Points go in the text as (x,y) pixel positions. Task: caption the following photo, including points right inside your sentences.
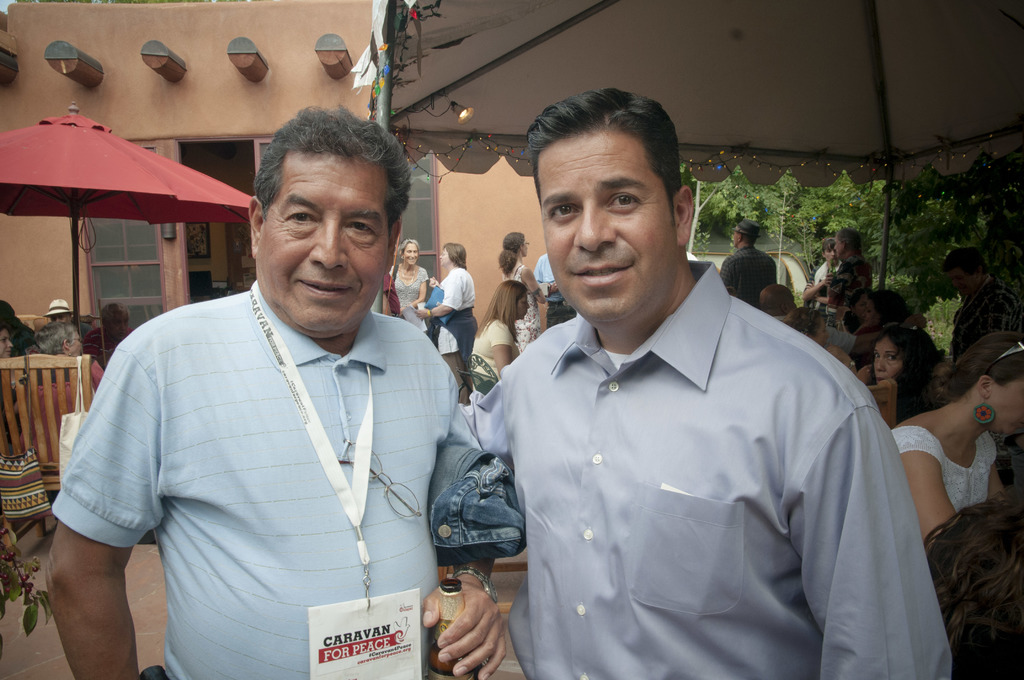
In this image, we can see two men (389,553) smiling. We can see a man (376,517) holding a cloth (491,498) and bottle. In the background (772,300), we can see the people (927,494), poles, umbrella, tent (458,94), house (514,219), wall (524,231), glass objects (414,186), plants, path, light (456,109), decorative objects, few things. Few people (975,487) are sitting on the chairs (48,357).
